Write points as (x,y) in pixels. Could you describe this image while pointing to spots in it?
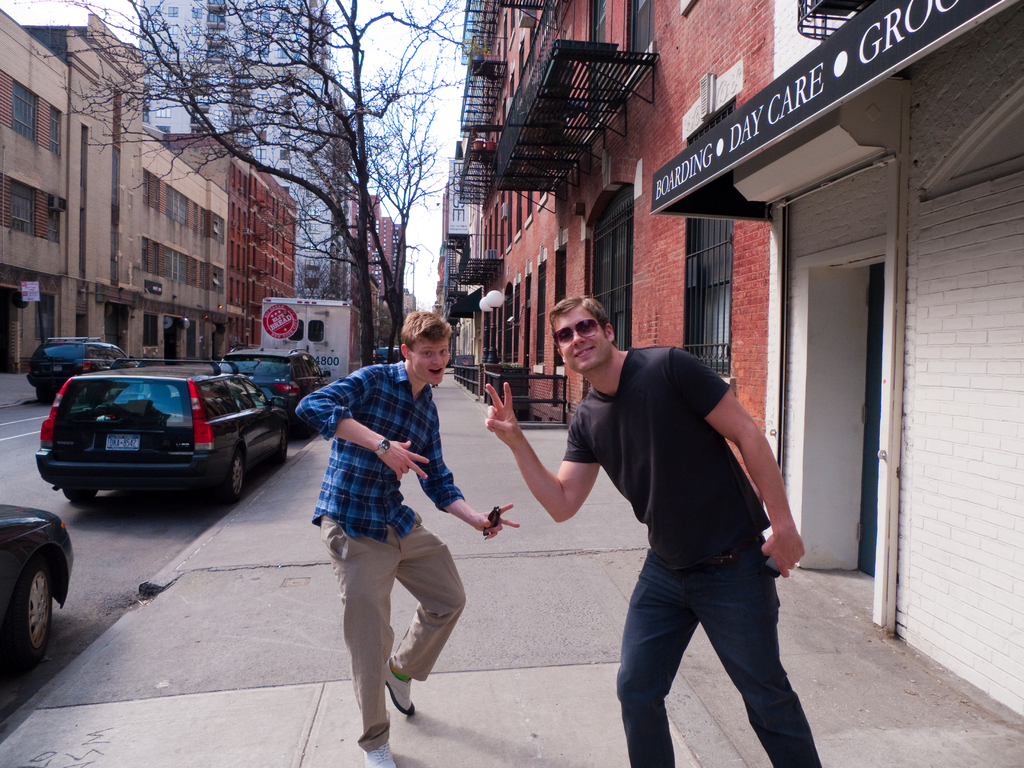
In this picture we can see vehicles (204,457) on the road (22,490), two men (661,405) standing on a footpath (723,723) and smiling, goggles (573,330), buildings (506,208) with windows (717,228), trees (402,236), name board (735,155), lights (495,319), walls (523,308) and in the background (428,3) we can see the sky (431,168).
